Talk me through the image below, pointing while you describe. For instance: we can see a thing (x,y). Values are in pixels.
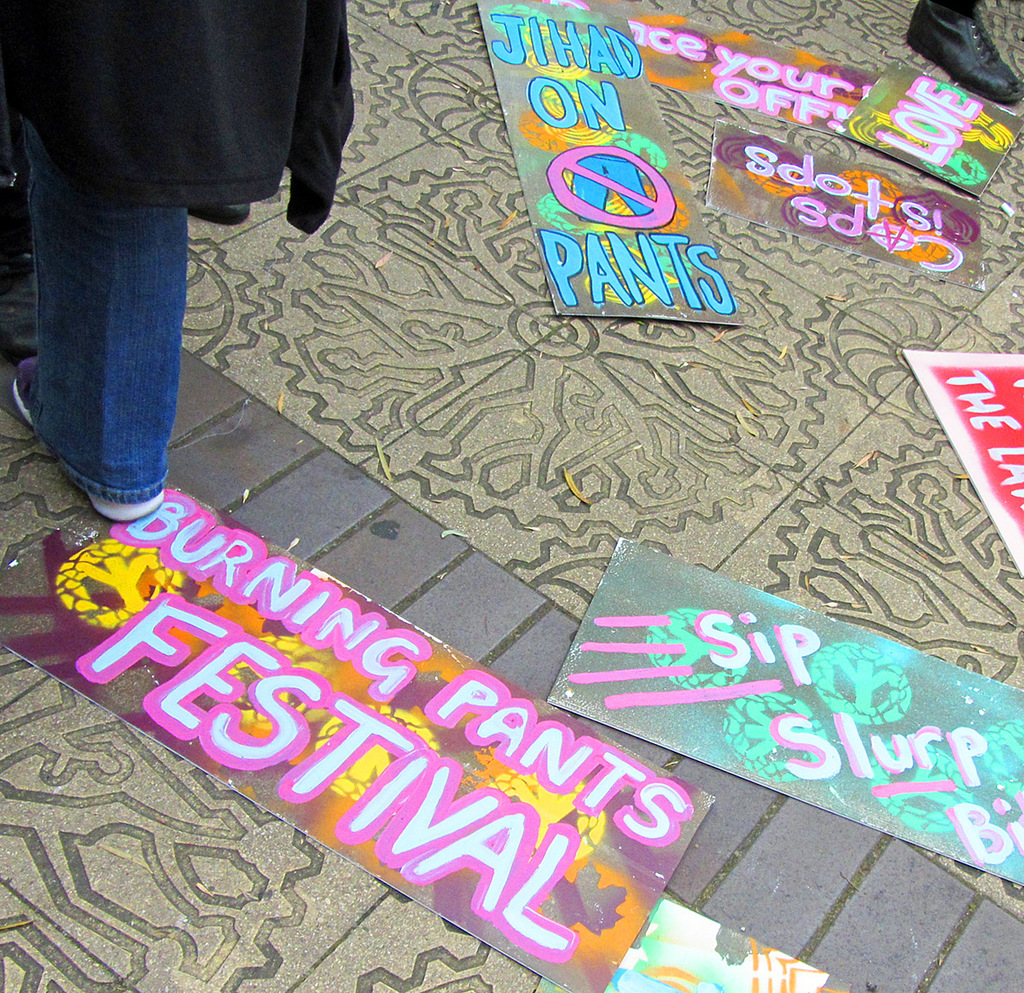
In this image I can see there are painted papers (1018,532) on the floor (852,507), on the left side (124,311) there is a woman (124,313).
